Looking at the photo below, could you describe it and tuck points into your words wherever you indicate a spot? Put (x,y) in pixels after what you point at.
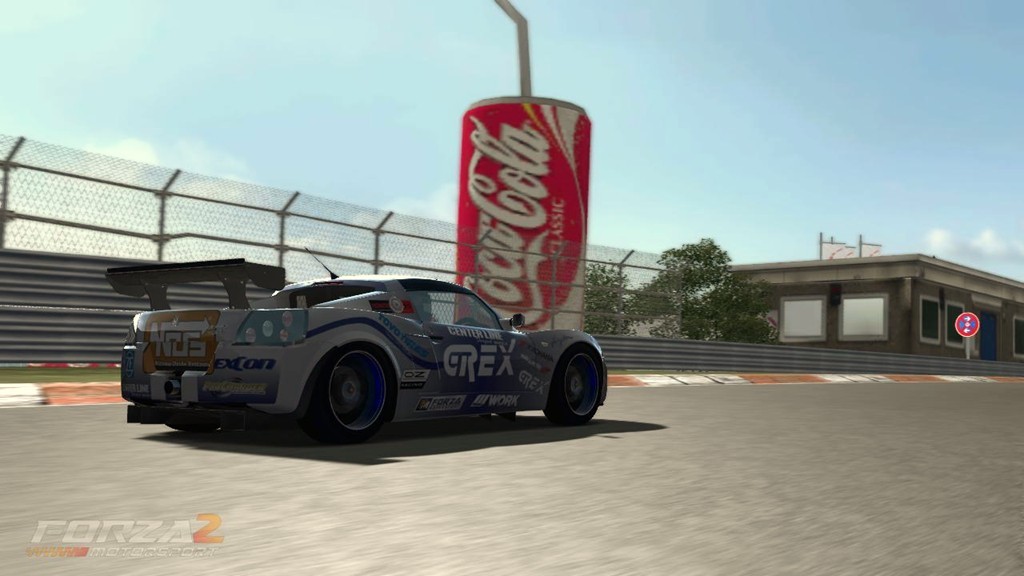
In this image, we can see a car (360,391) on the road (496,546) and in the background (667,266), there are trees (701,276), a building (747,274), an asbestos sheet (88,299) and there is a tower (520,212), a mesh (353,229), fence (613,325) and a board (966,333). At the top (807,110), there are clouds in the sky (633,240) and at the bottom (182,535), there is some text (182,535).
